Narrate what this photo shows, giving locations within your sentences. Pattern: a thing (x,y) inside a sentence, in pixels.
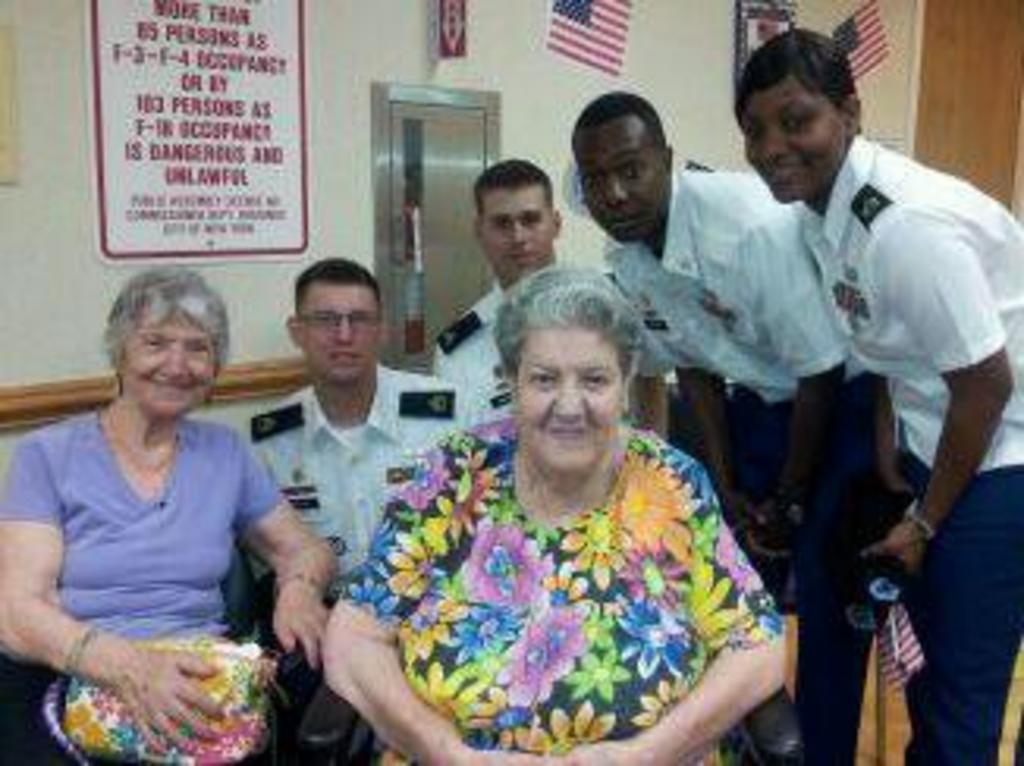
This picture is clicked inside the room (408,620). In the foreground (159,640) we can see the two women (135,545) smiling and sitting on the chairs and we can see the group of people (662,232) wearing uniforms (650,318) and in the background (570,154) we can see the wall (527,123), flags (615,31), some objects (748,24) hanging on the wall (327,65) and we can see the text (200,118) on the poster (120,224) attached to the wall (268,262) and we can see the door (420,158) and some other items (400,238).
